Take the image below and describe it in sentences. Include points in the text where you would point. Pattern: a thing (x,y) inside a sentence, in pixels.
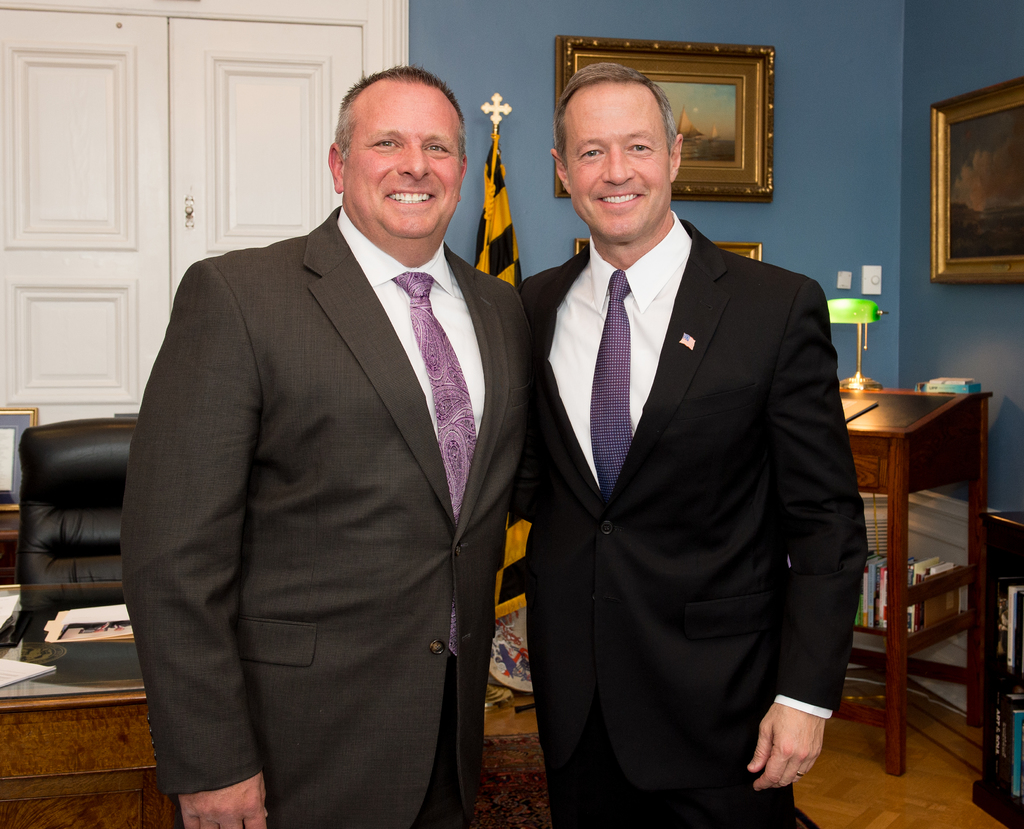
In this image I can see two men (548,532) are standing and also I can see smile (418,194) on their faces (396,231). I can see both of them are wearing suit (193,318) and tie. In the background (39,518) I can see a chair (63,499), a table (34,724), a door (131,190), a flag (497,149) and few frames (749,67) on these walls (915,56). I can see a lamp (855,384) and few books (882,597).
